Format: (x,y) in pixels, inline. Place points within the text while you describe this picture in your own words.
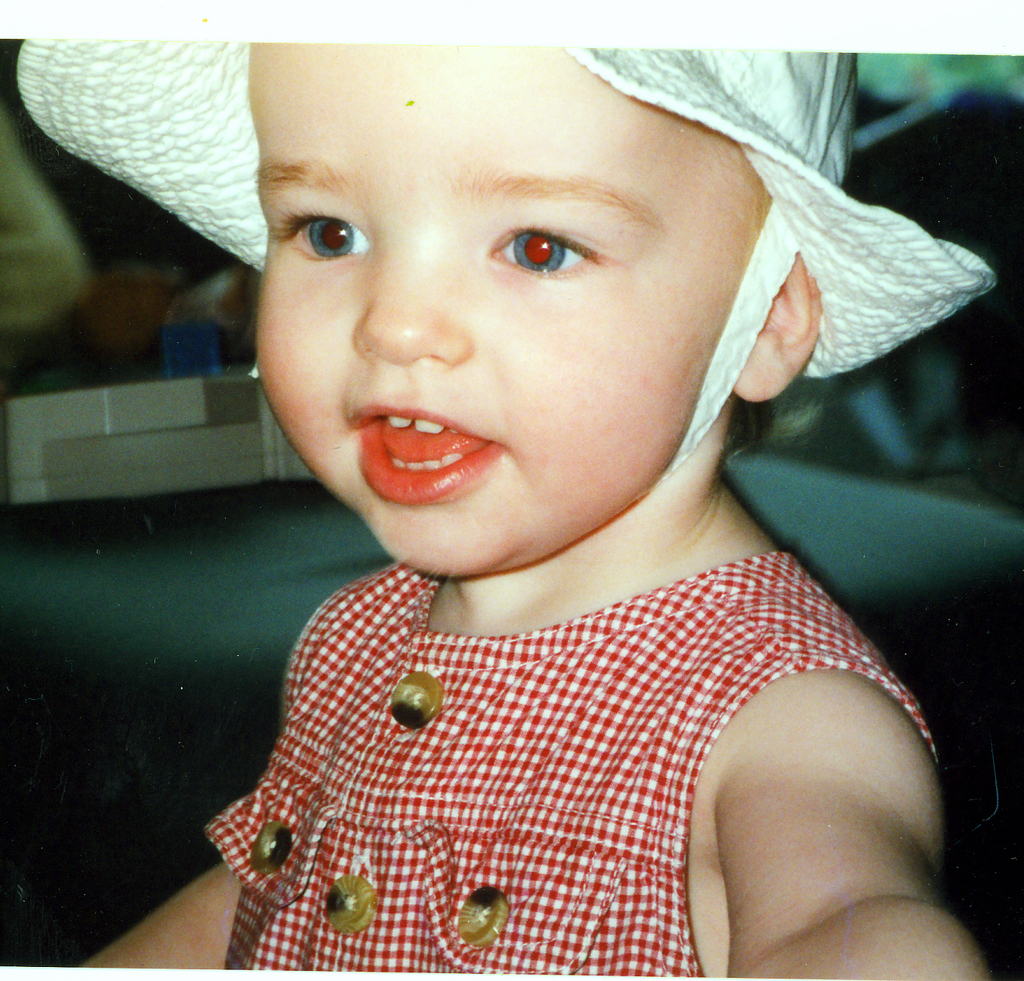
In this image we can see there is a kid (606,408) wearing a hat (108,59) on his head (447,570).
